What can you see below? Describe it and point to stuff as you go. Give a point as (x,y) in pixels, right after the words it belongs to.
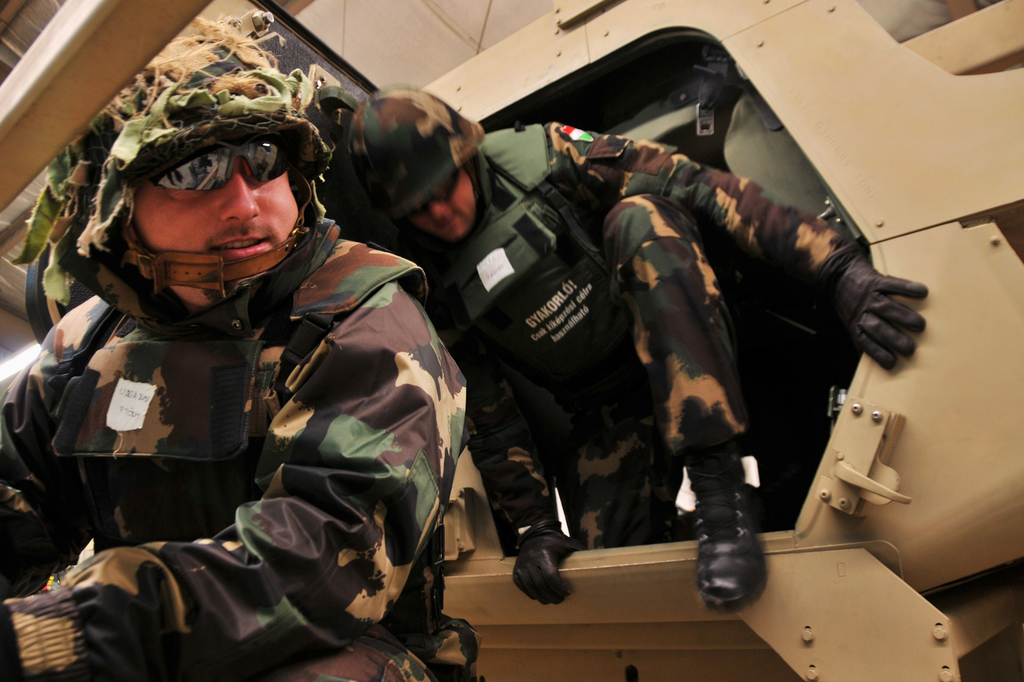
In the foreground (446,279) I can see two persons (455,621). In the background (1001,204) I can see an armored vehicle (879,43). This image is taken during a day.
